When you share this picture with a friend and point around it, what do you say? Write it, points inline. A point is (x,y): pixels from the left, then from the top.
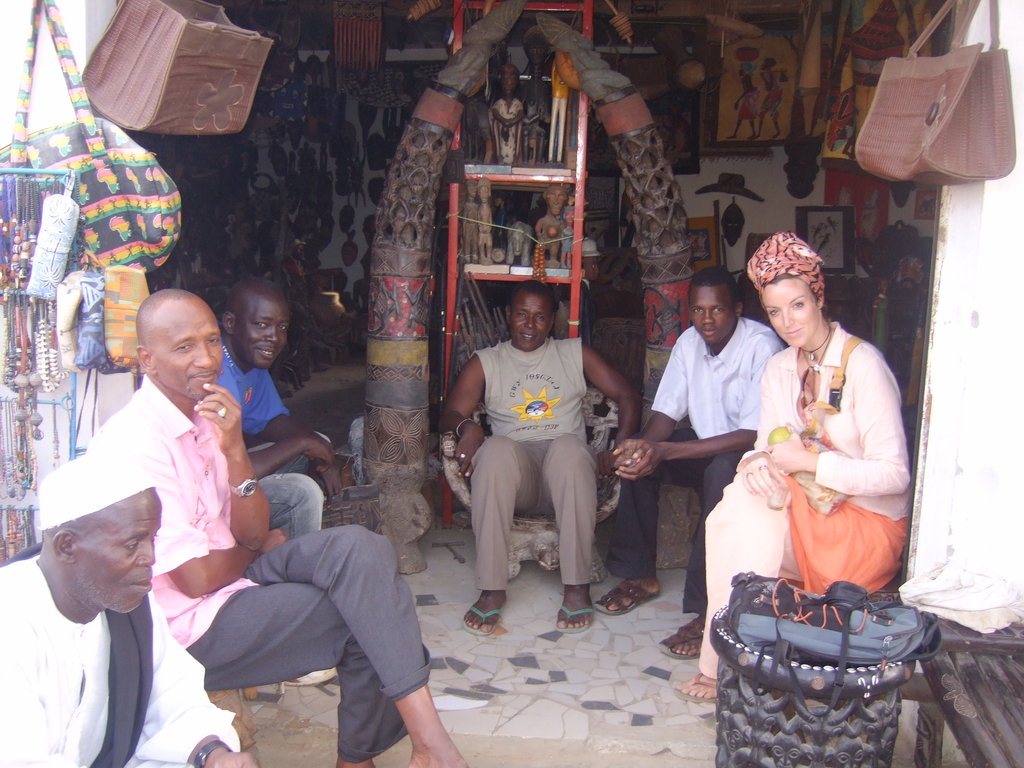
In this image i can see few people (248,494) sitting. In the background (374,247) i can see few bags (20,120), few chains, few dolls (507,139), few photo frames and some other objects (321,173) hanged to the wall (310,138). To the right of the image (938,685) i can see a bench (979,674) on which there is a white bag (941,604).
